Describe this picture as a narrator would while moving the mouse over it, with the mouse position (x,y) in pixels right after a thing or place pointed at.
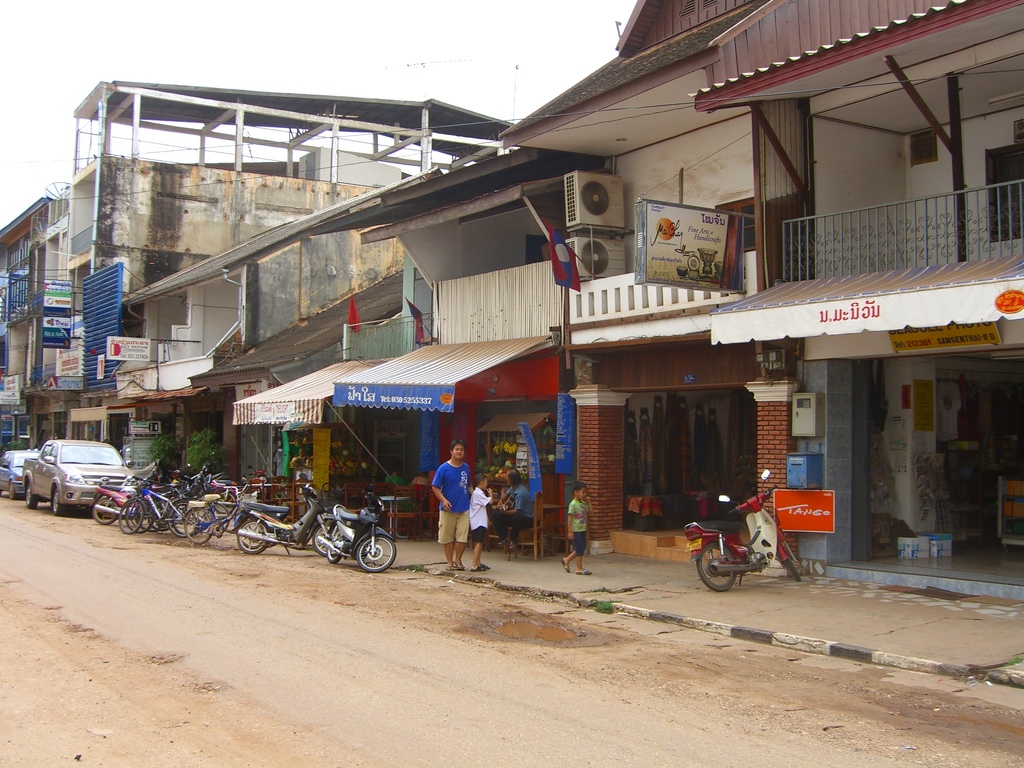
In this picture we can see few people (585,507), beside them we can find few vehicles (167,484), bicycles (167,484) and hoardings (66,326), in the background (272,361) we can see few buildings (592,437) and flags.
